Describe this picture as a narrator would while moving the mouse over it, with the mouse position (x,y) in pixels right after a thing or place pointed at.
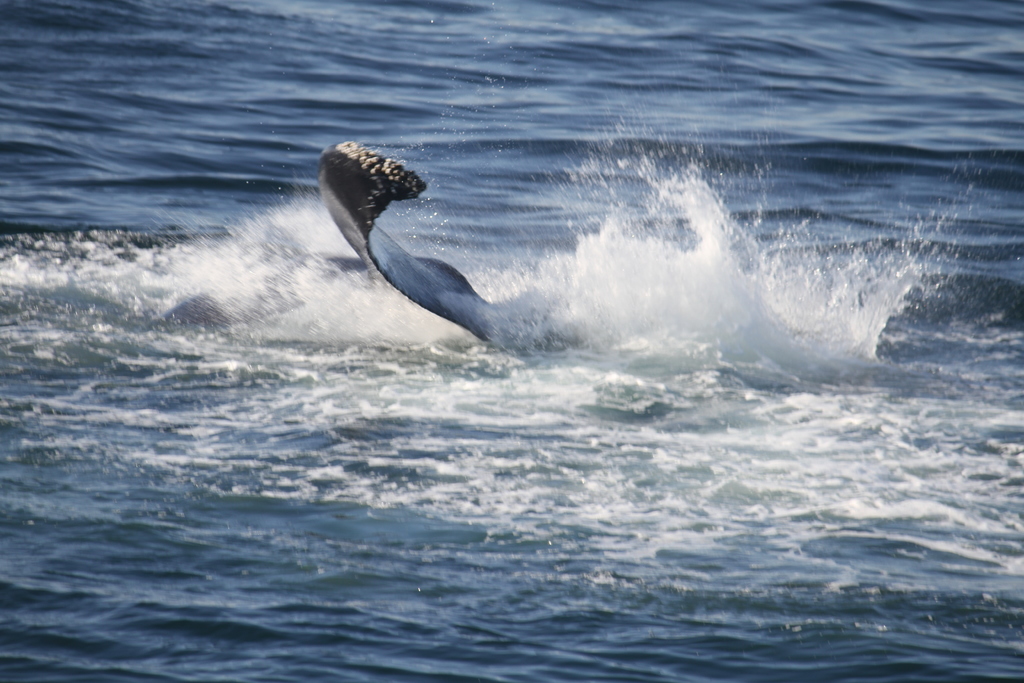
In this image I can see an aquatic animal (431,281) in the water (597,410).
